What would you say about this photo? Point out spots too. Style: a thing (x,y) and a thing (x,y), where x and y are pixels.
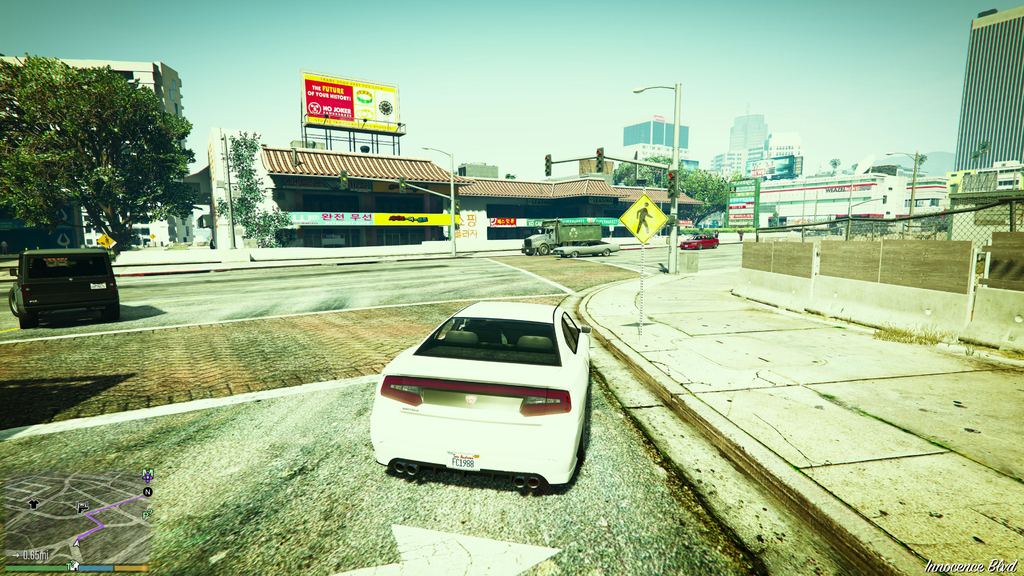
There is a road (327,471) and a car (433,424) is moving on the road (575,261), on the right side (688,288) there is a footpath (763,439) and there is a pedestrian walk board (655,223) and pole light (671,241) with traffic signal lights (678,169) attached to it, around the road (593,260) there are many stores (640,192) and buildings (1002,159). There are few trees (248,181) in front of some stores (268,193).
